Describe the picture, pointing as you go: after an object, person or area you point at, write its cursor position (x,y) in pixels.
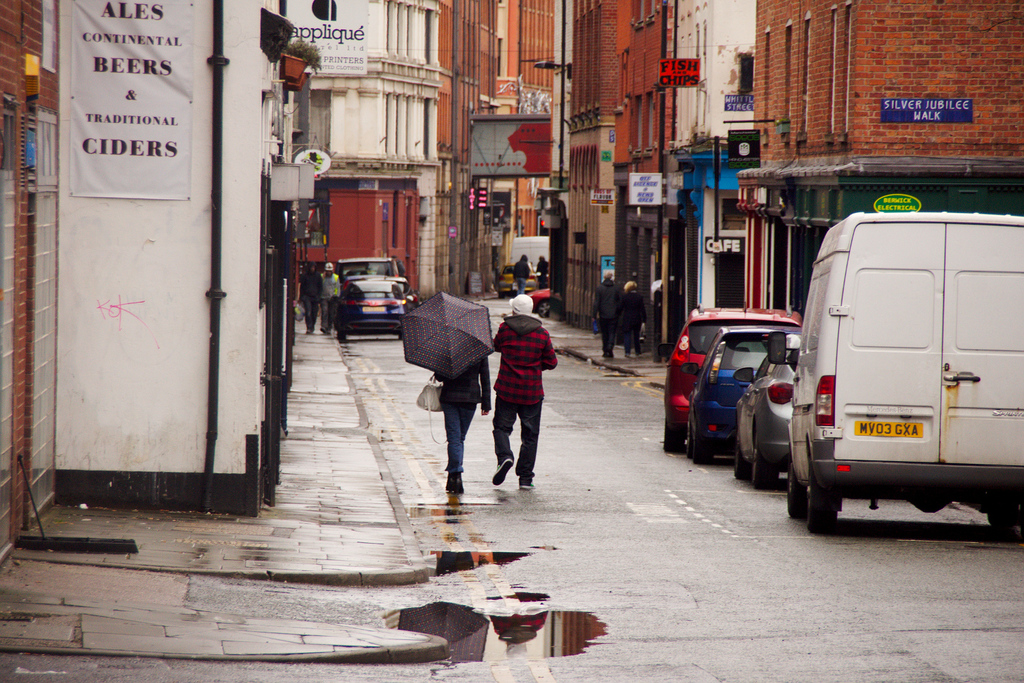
In the picture we can see a road (473,485) on it we can see some cars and van (875,464) are parked beside the path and buildings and beside the cars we can see a man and a woman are walking, woman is with an umbrella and hand bag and beside them we can see a path (182,612) and far away from it we can see some people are walking on the path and beside them we can see some buildings (612,181) and in the background (403,160) also we can see some buildings (418,173).
